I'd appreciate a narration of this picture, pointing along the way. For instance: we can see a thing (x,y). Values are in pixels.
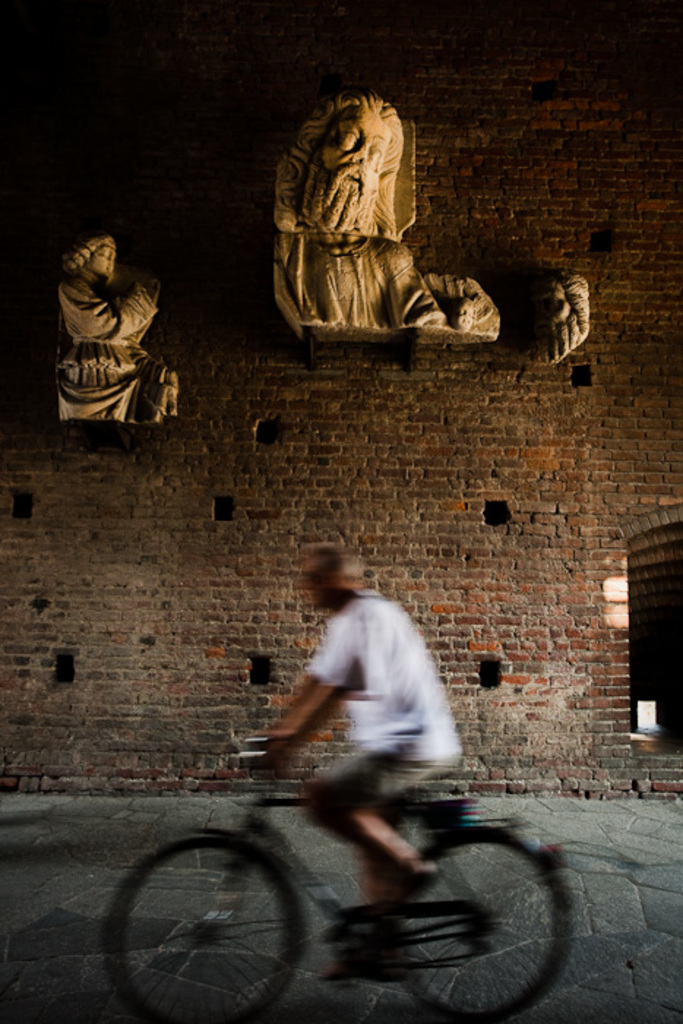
a person (399,768) is wearing a white t shirt (384,683) and riding a black bicycle (453,815). behind him there is a brick wall (159,548) on which there are 3 sculptures (145,317). there are holes (492,685) in the wall (56,524).
